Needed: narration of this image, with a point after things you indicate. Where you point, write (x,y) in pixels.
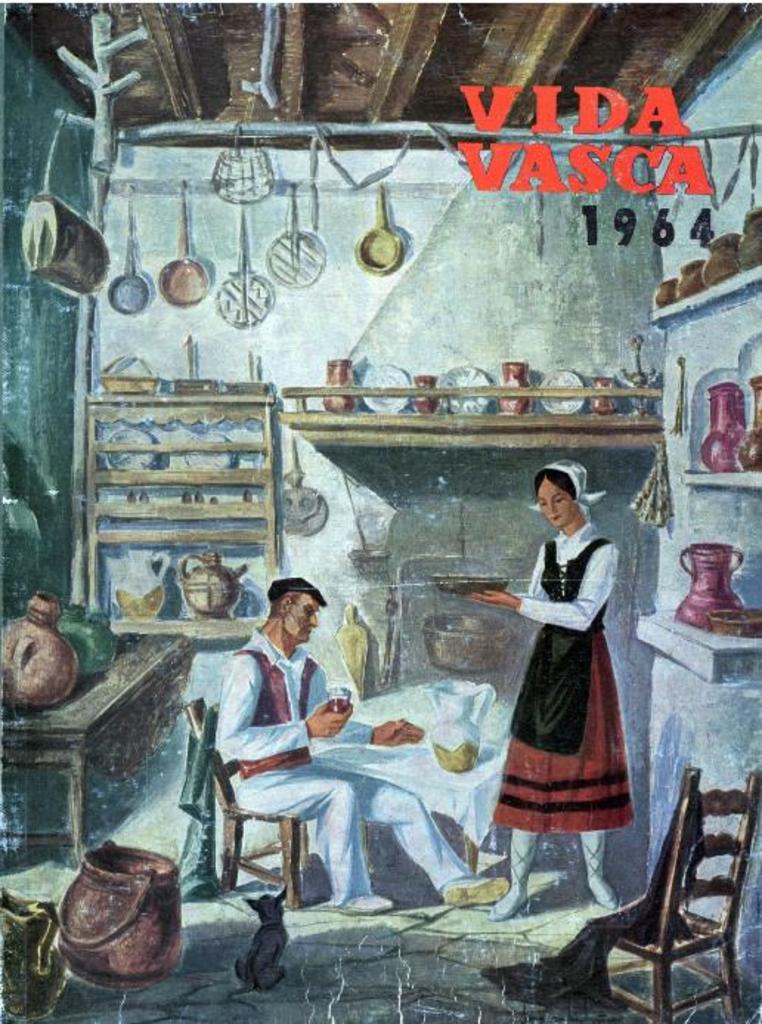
In this picture I can see that there is a man (306,652) sitting at the table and he is holding a wine glass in his right hand (316,716) and there is a woman (548,804) standing here, she is a wearing apron (556,729) and holding a bowl (477,587) in her hand (504,594) and in the backdrop (113,677) I can see there is another table (7,706) and there are some utensils (51,659) is kept on it, there are some plates (177,429), cups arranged in the shelves (522,430) and this is a painting.
